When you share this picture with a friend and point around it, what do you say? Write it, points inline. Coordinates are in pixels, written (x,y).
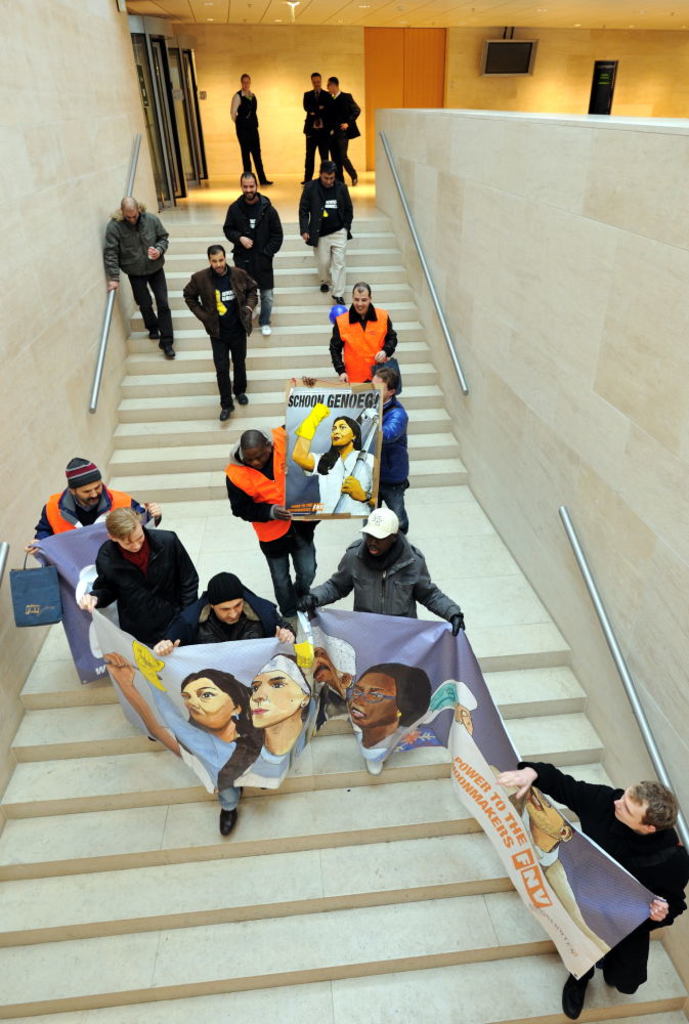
This picture shows few people (344,314) getting down the stairs (322,532) holding a placard (377,416) and a Banner (101,649) in their hands (657,903) and we see building (668,304) and few are standing.
